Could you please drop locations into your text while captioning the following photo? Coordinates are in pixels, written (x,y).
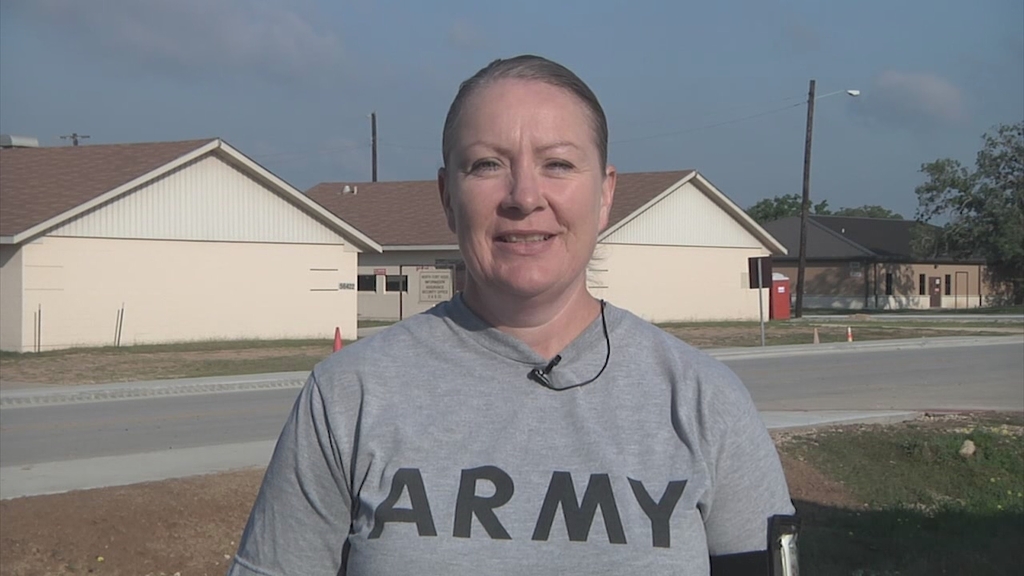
In this image there is a person (566,295) smiling, and in the background (70,309) there is road (980,373), cone bar barricades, houses (672,288), trees (1002,276), sky (867,128).
